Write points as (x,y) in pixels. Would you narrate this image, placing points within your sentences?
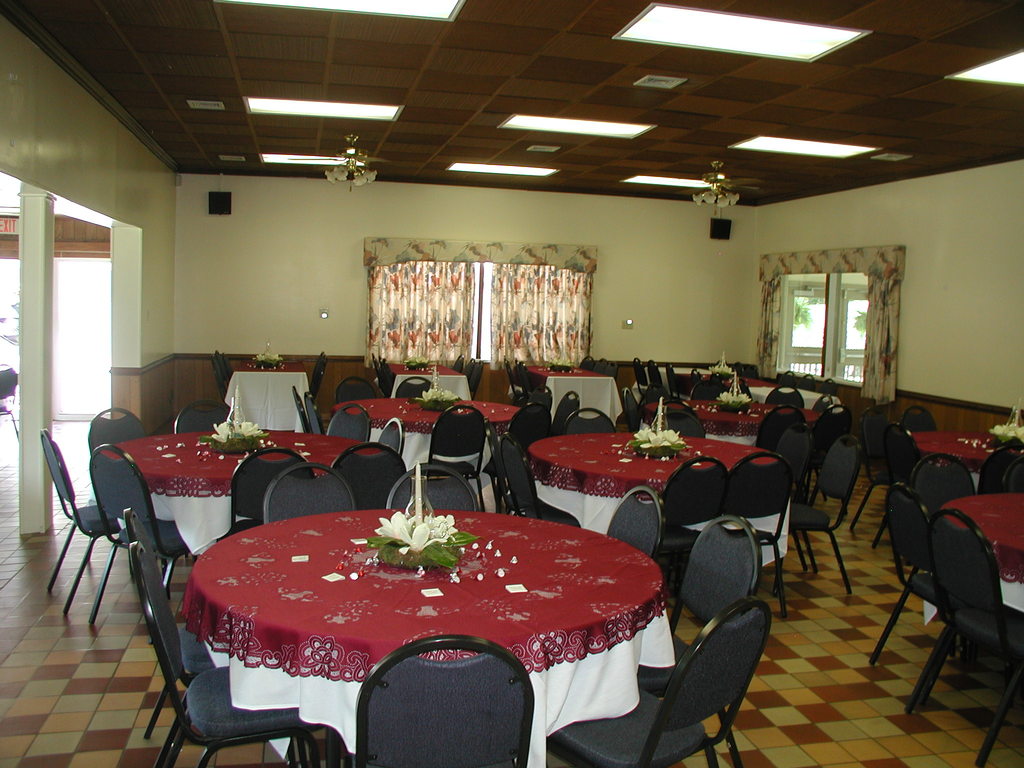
In this image we can see tables (420,579), chairs (240,502), flower vase (440,561), curtains (404,340), speakers (220,199), fans (332,177), tube lights (756,52), windows (838,325) and wall (638,291).
